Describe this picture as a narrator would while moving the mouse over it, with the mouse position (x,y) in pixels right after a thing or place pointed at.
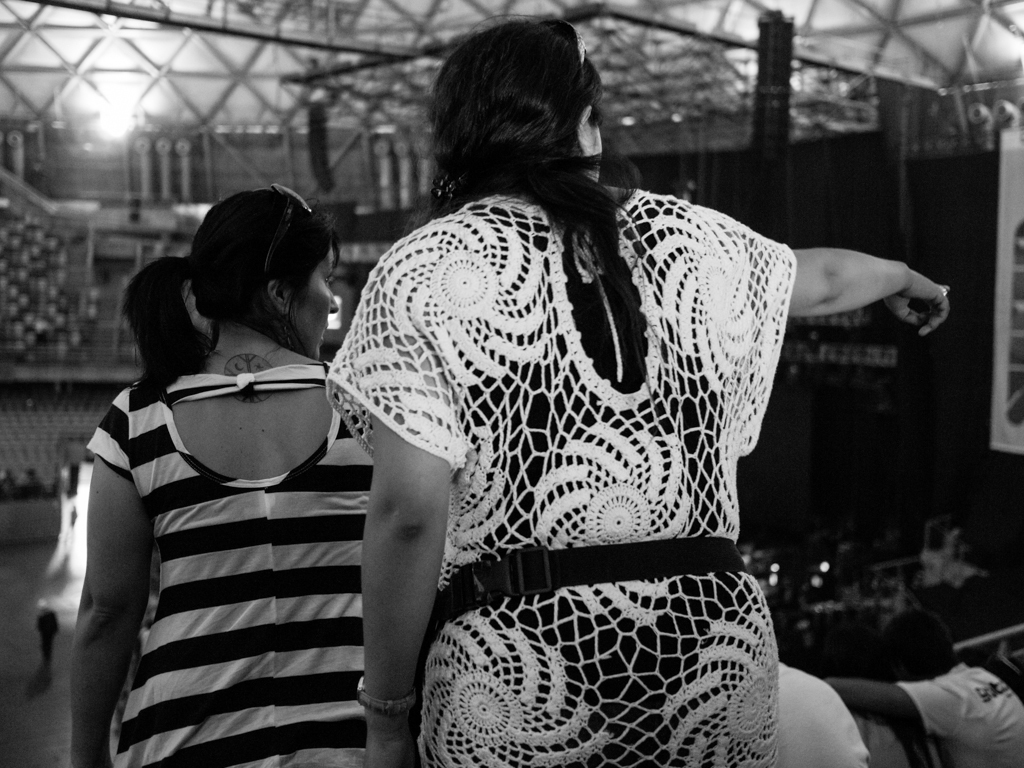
This is a black and white image. In this image we can see few people (358,584). In the background (104,133) we can see light (113,122). Also there are some rods (683,96).
